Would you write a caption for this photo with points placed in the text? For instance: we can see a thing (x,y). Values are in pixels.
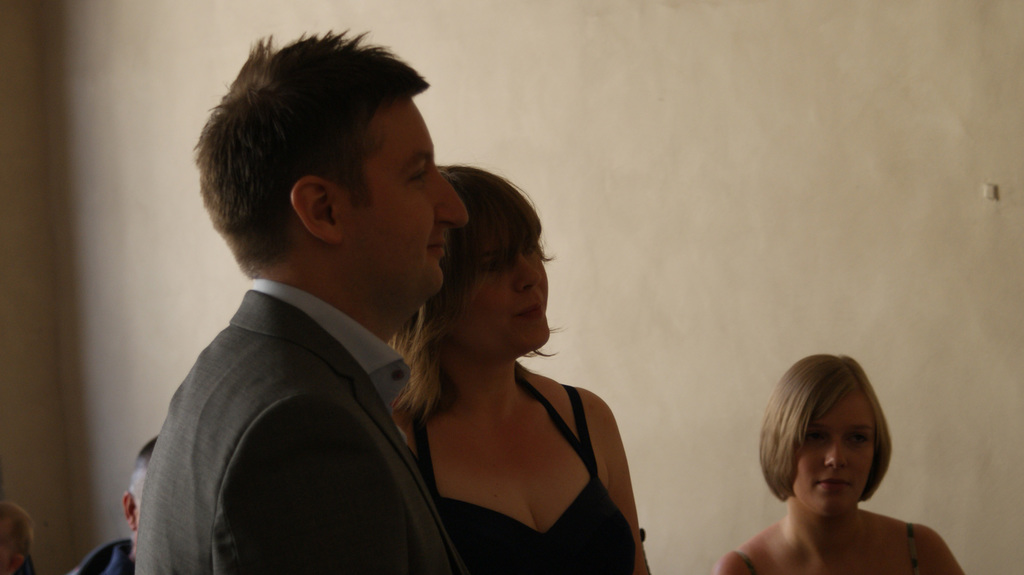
In the background (804,72) we can see the wall (186,62) painted with cream paint (780,169). We can see two women (434,469) and a man (151,511). We can see another person (92,562) near to the wall (97,534).
